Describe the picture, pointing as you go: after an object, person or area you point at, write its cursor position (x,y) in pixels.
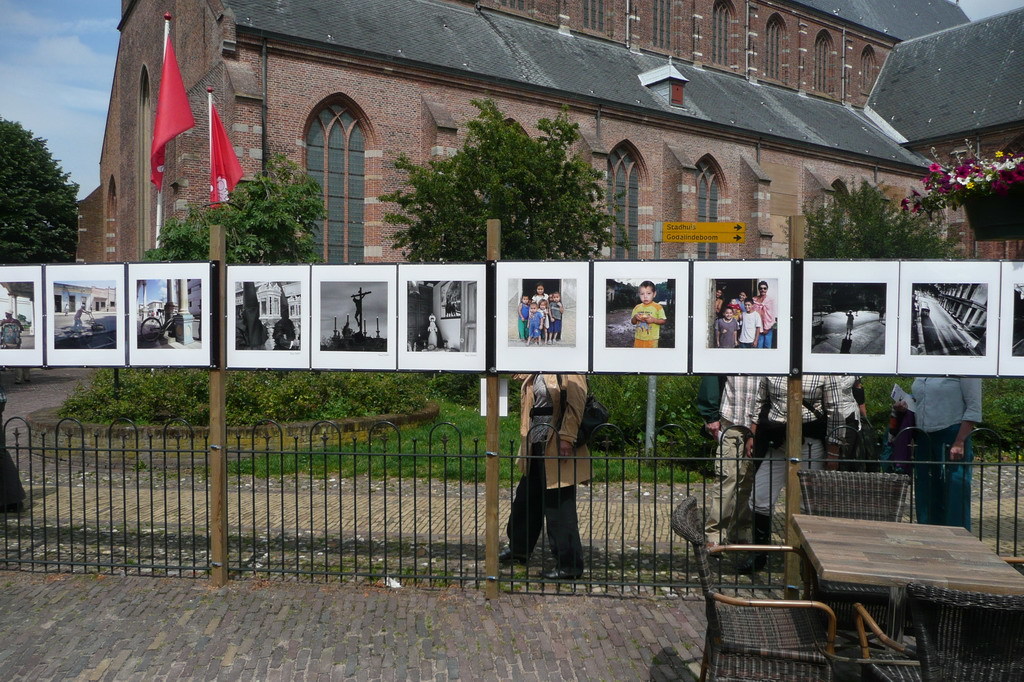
In this image we can see the photo frames (414,363). Here we can see the metal fence (490,464) at the bottom (440,457). Here we can see the table and chair arrangement (871,511) on the bottom right side (965,554). In the background (785,179), we can see the building (571,44) and trees (468,174). Here we can see the flag poles (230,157). Here we can see the flower pot (1003,185) on the top right side (994,185). This is a sky (82,83) with clouds (70,76).
